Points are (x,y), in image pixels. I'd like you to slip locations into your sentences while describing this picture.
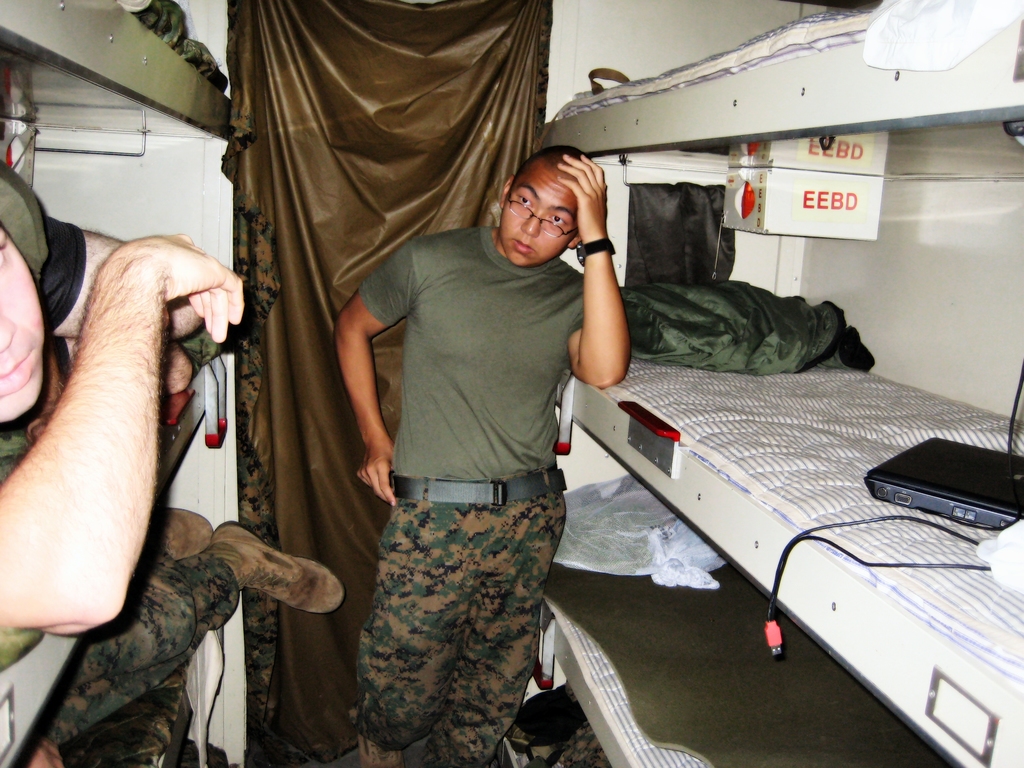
The image is taken in the compartment (162,91). In the center of the image (431,314) there is a man (509,514) standing next to him there are people (107,370) sleeping in the compartments (167,459). In the background (295,110) there is a cloth (358,124).
